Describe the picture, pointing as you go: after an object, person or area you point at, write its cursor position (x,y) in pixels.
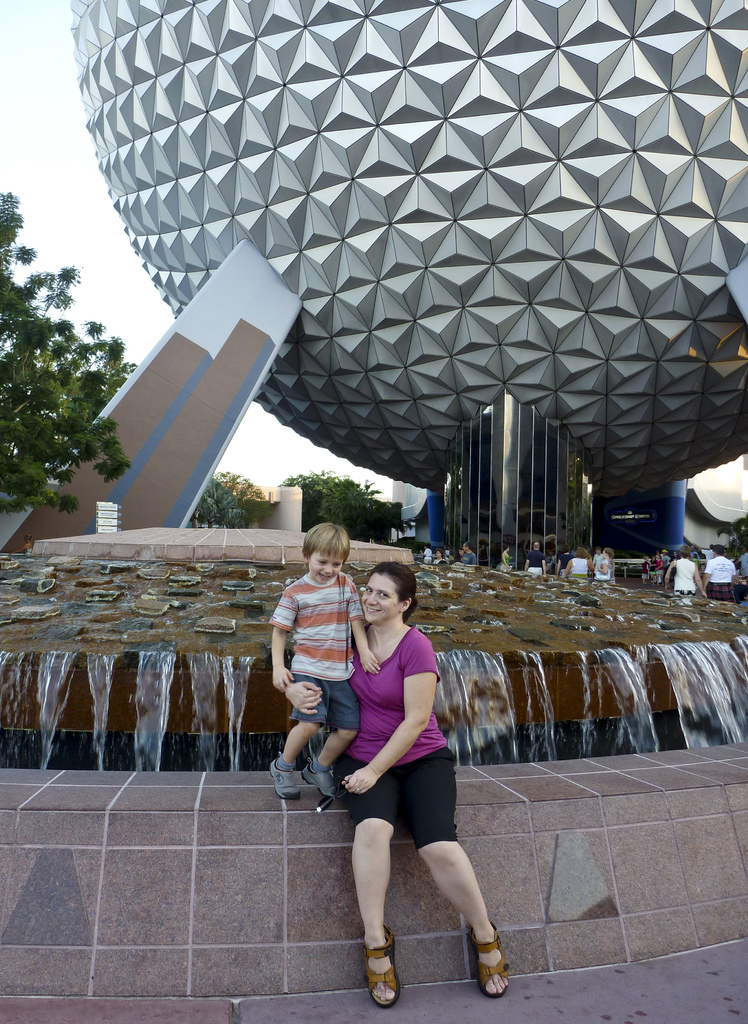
In this picture there is a lady (318,690) and a small boy (277,634) in the center of the image (411,670) and there is water fall (484,687) behind them, there are other people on the right side of the image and there are trees (16,417) on the left side of the image (225,510).
